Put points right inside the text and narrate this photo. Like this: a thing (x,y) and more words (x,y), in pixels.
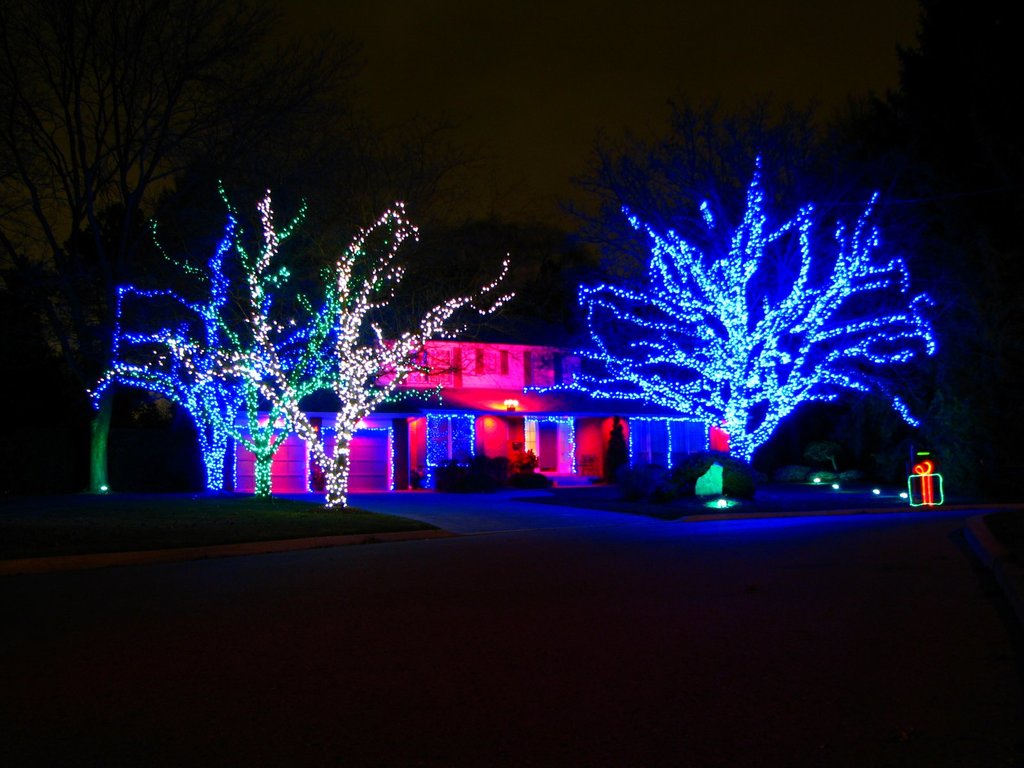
In the middle of the image (415,341), there are trees (681,284) decorated with lights (841,280), there is a building (389,440) decorated with lights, there are plants (473,463), lights (924,494) arranged and there is grass (223,517) on the ground (205,517). And the background (162,19) is dark in color.
